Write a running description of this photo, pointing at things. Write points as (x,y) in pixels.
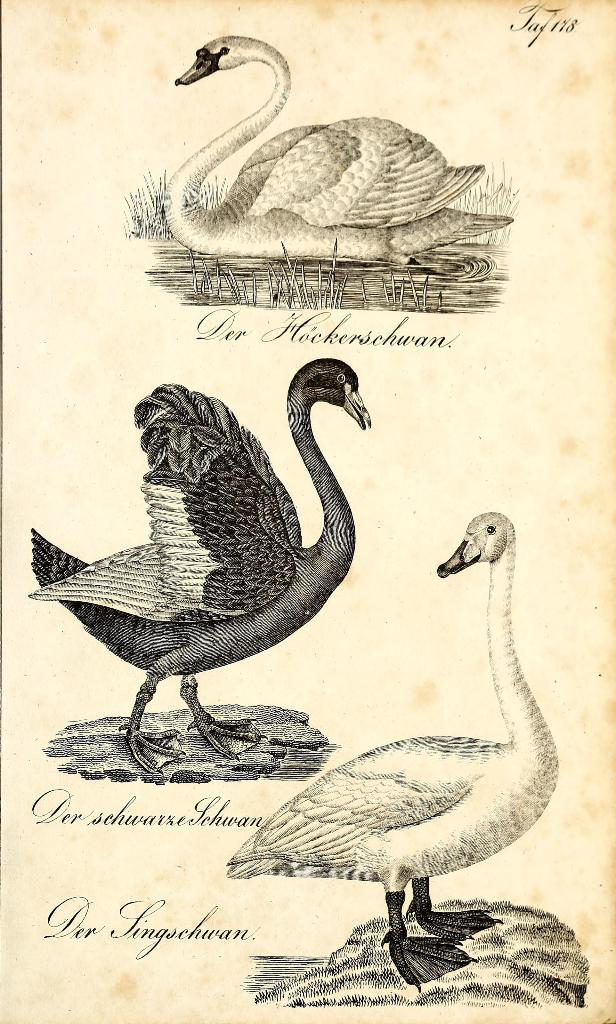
In this image there is a paper (549,679), on that paper (237,244) there is drawings (284,229) of swans (307,203), in the middle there are some texts (134,930).
